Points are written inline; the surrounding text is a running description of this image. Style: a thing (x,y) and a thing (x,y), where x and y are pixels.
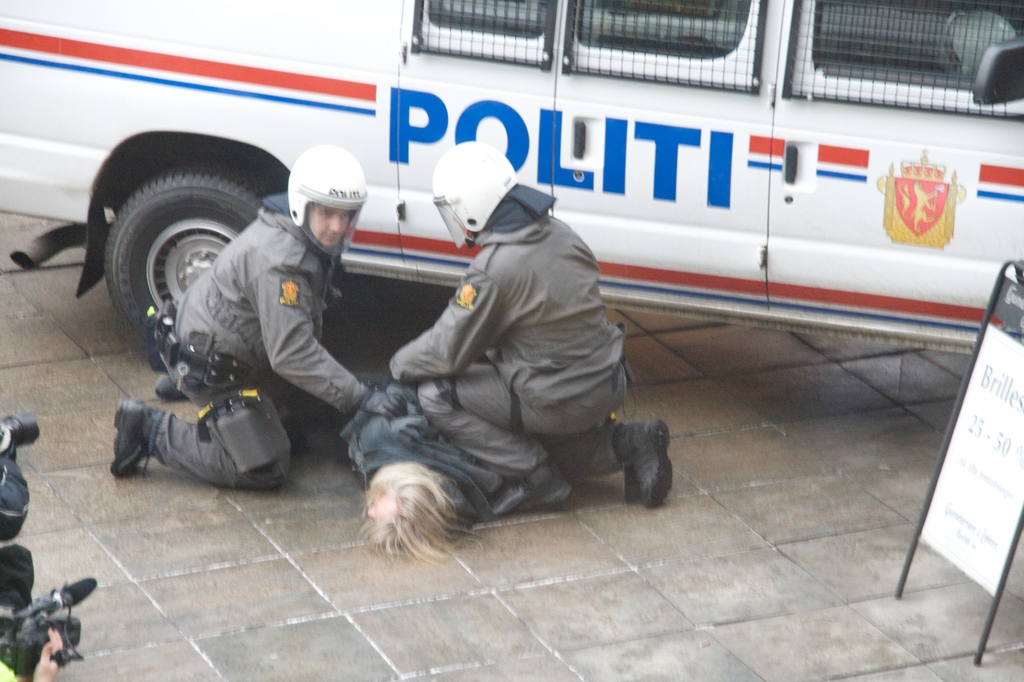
In this picture I can observe three men (245,437) on the land (297,451). On the right side (970,447) I can observe a board (990,451). In the background (450,83) I can observe a vehicle (400,83).
